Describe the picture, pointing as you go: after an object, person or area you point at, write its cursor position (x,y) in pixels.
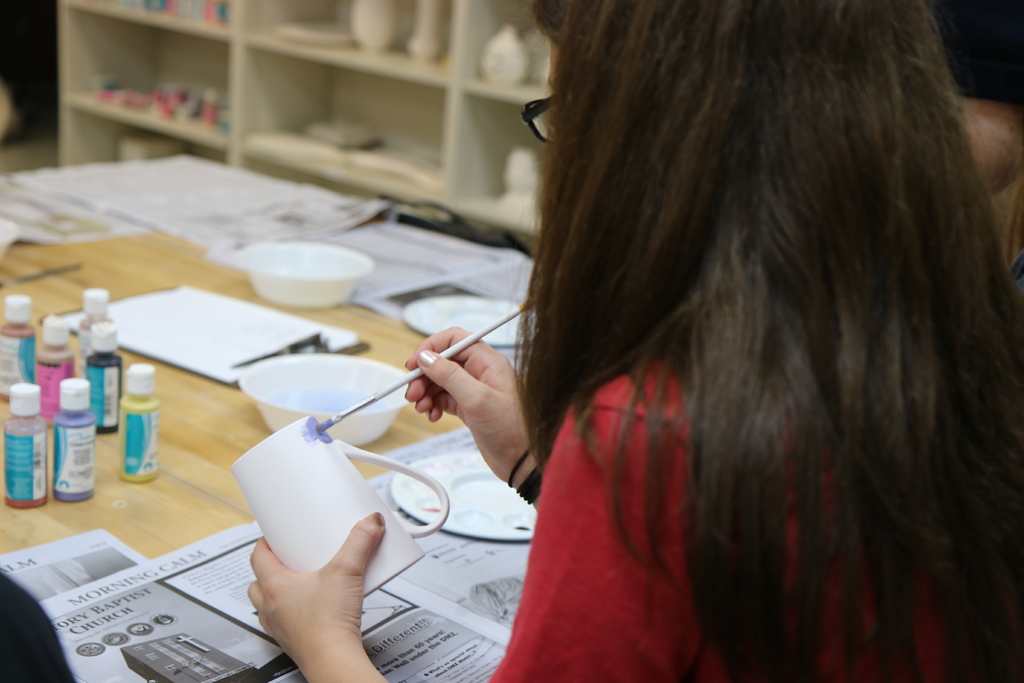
In this image in the front (599,463) there is a woman (638,443) painting a cup (332,474). In the center (360,234) there are bottles (82,423) on the table (178,482), there are bowls (297,289), plates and there are papers (228,574). In the background (281,123) there are shelves (336,118) and in the shelves (296,55) there are objects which are white in colour and pink in colour.
